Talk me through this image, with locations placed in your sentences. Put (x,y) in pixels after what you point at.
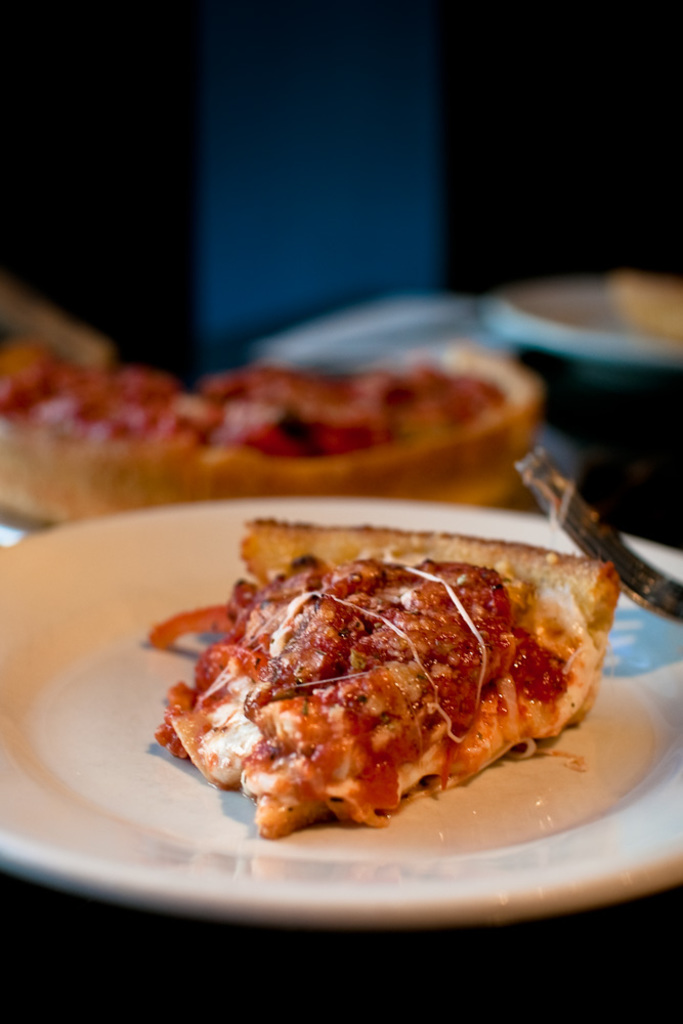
In the center of the image (249,660) a food (415,641) and a fork (580,527) are present in the plate (83,654).
